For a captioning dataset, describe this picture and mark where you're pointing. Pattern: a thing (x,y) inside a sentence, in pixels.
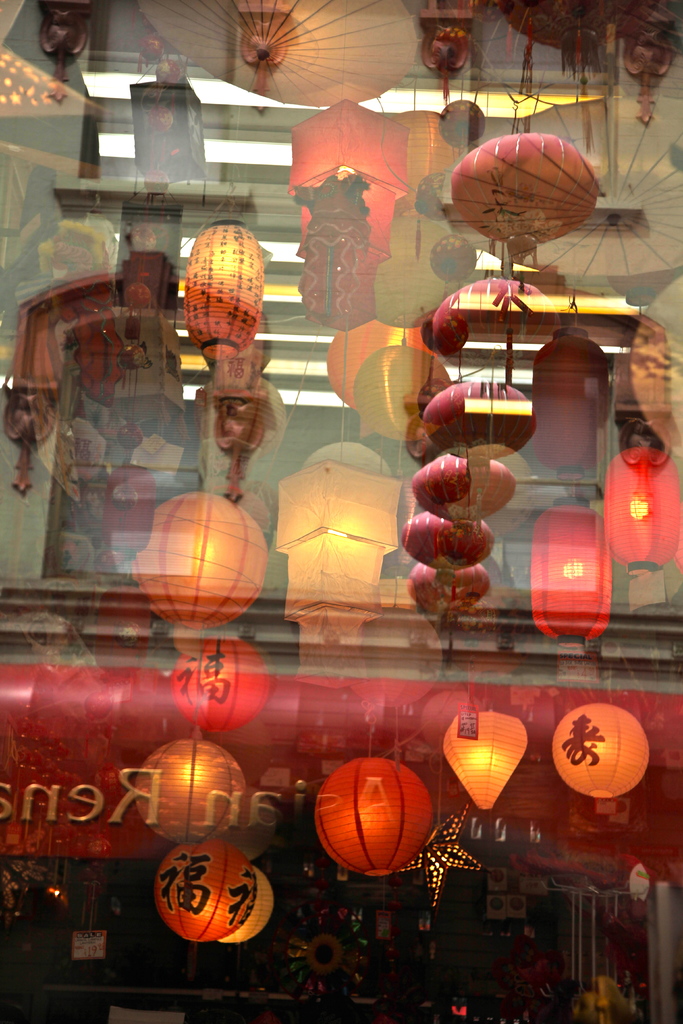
In this image there is a glass (262,578). Behind the glass (273,407) we can see the decorative lamps (225,903) and objects (532,934).
